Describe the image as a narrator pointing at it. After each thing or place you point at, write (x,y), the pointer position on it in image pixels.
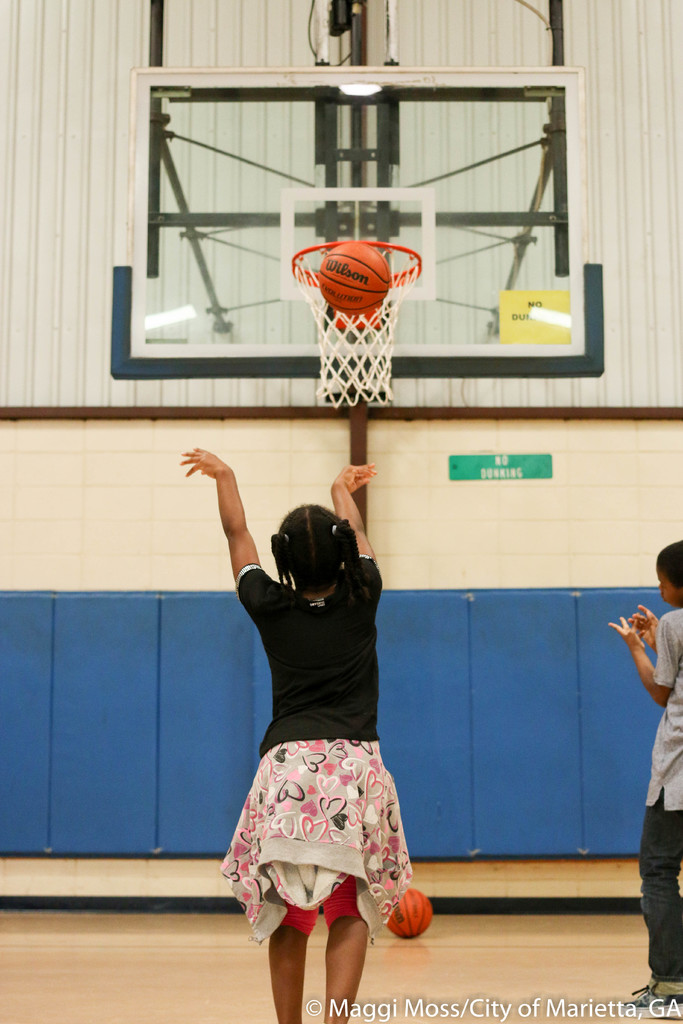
In this image there is a girl (323,628) throwing a basketball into the basket (353,354), beside the girl (356,658) there is a boy (657,684) standing, at the bottom of the image (530,1001) there is some text (445,1001) and another basketball (397,925) on the floor (430,927), in the background of the image (471,906) there is a wall (264,485) with some sign board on it.
